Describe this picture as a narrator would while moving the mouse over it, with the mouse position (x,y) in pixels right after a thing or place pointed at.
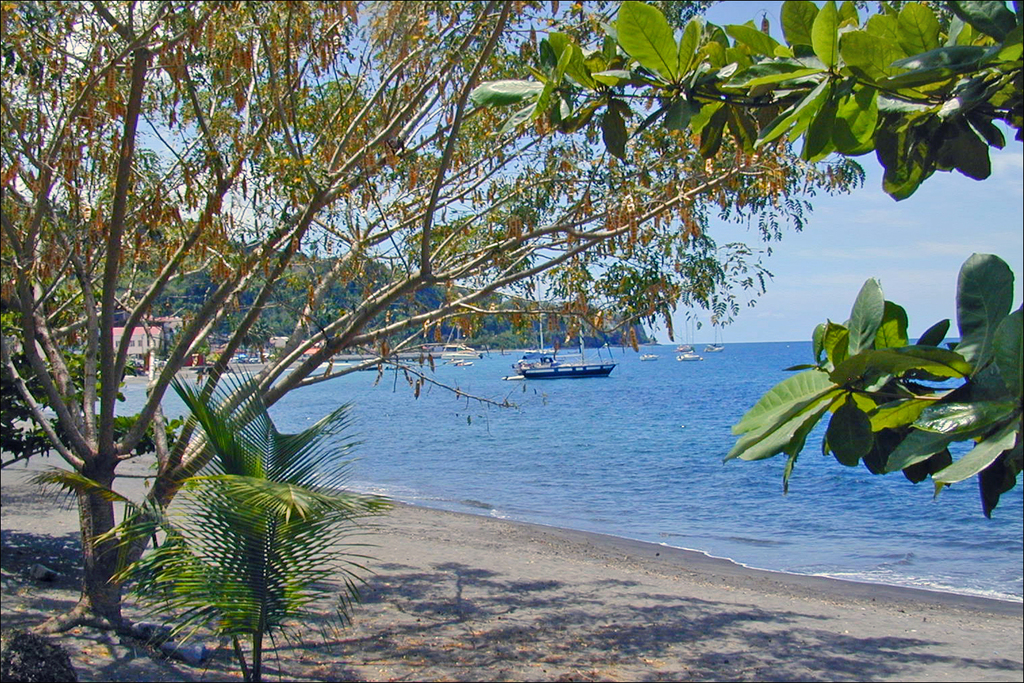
In this picture we can see many boats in the water (536,415). On the left (48,327) we can see many trees (227,330) and building (216,349). On the right (864,59) we can see leaves (880,37). In the background (809,235) we can see mountain (647,338), ocean (641,426), sky (802,289) and clouds (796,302). On the bottom (886,612) there is a beach (647,625).
